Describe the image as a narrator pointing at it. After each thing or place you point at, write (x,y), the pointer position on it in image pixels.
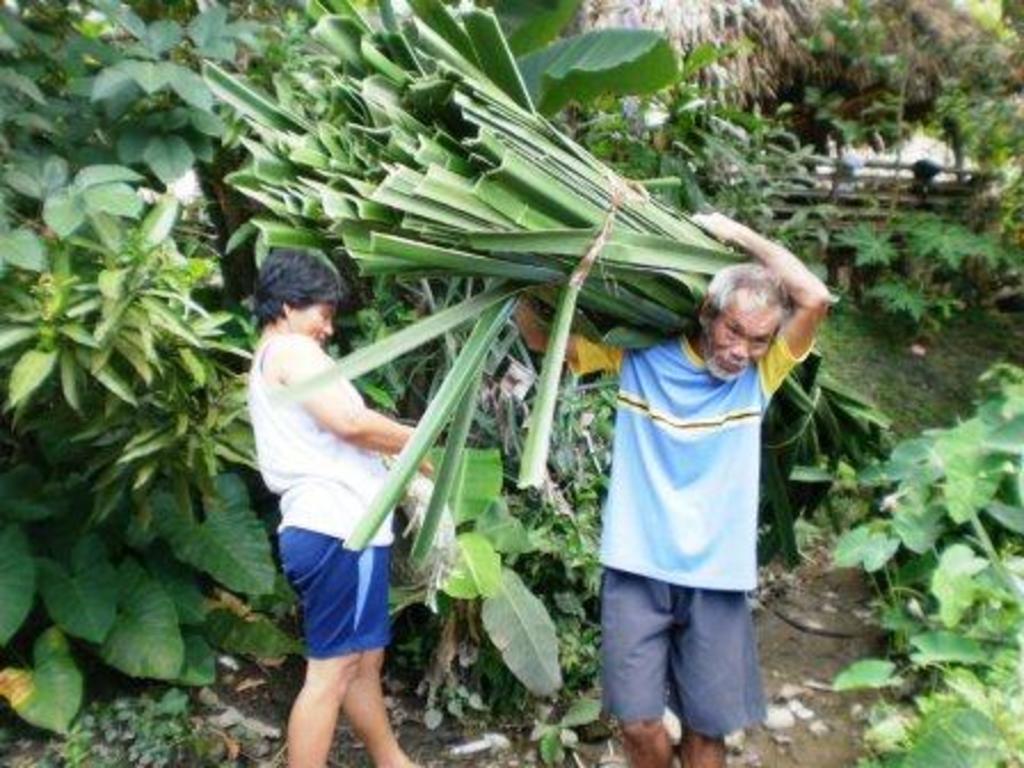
In this image we can see two persons (626,510). There are many trees (39,338) and plants (964,691) in the image. A man (719,348) is carrying leaves (666,308) of the plant (653,311) on his shoulder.
